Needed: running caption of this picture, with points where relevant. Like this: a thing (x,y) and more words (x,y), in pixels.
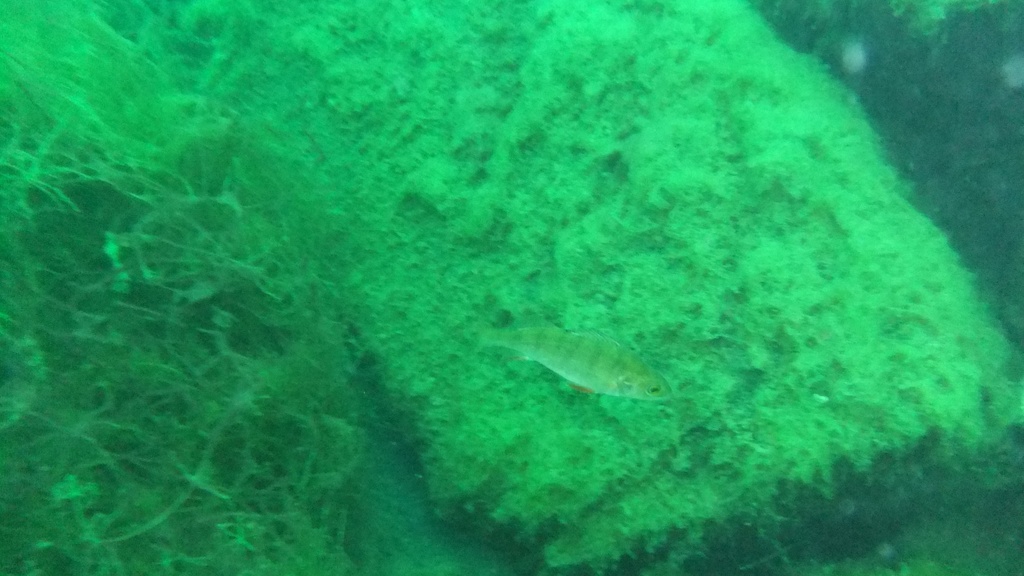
The picture is taken inside water (902,483). In the center of the picture (583,361) there is a fish (546,355). In the background (300,214) there is algae (679,141).
